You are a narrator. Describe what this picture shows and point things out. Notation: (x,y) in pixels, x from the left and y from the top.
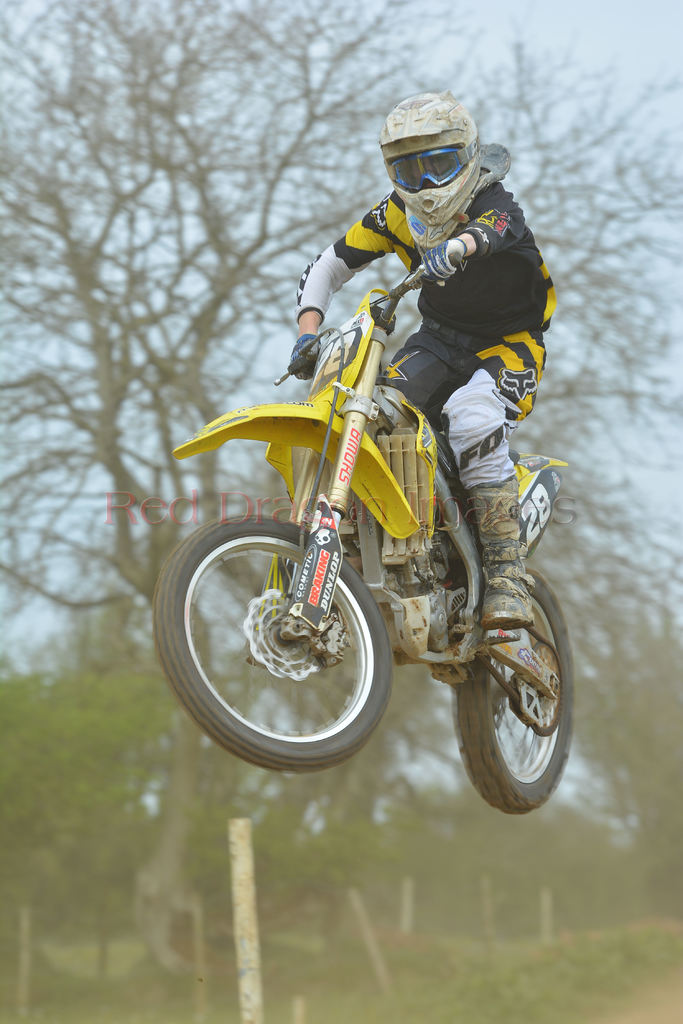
In this image there is a person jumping with a motor bike (458,730), and in the background (115,545) there are plants (670,864), trees (25,177), sky (564,7) and a watermark (444,507) on the image.
